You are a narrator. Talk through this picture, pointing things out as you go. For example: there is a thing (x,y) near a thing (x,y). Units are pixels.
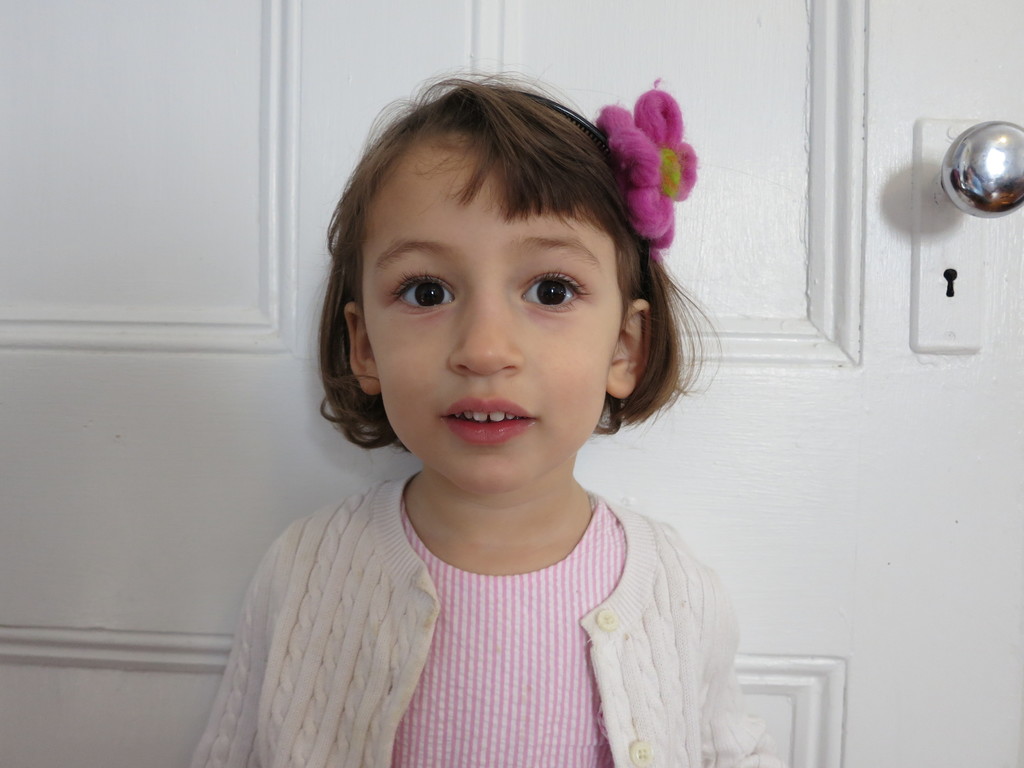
In the background (612,82) we can see the partial part of a door (918,117). We can see a door knob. In this picture we can see a girl (285,645) wearing a sweater (345,651).
